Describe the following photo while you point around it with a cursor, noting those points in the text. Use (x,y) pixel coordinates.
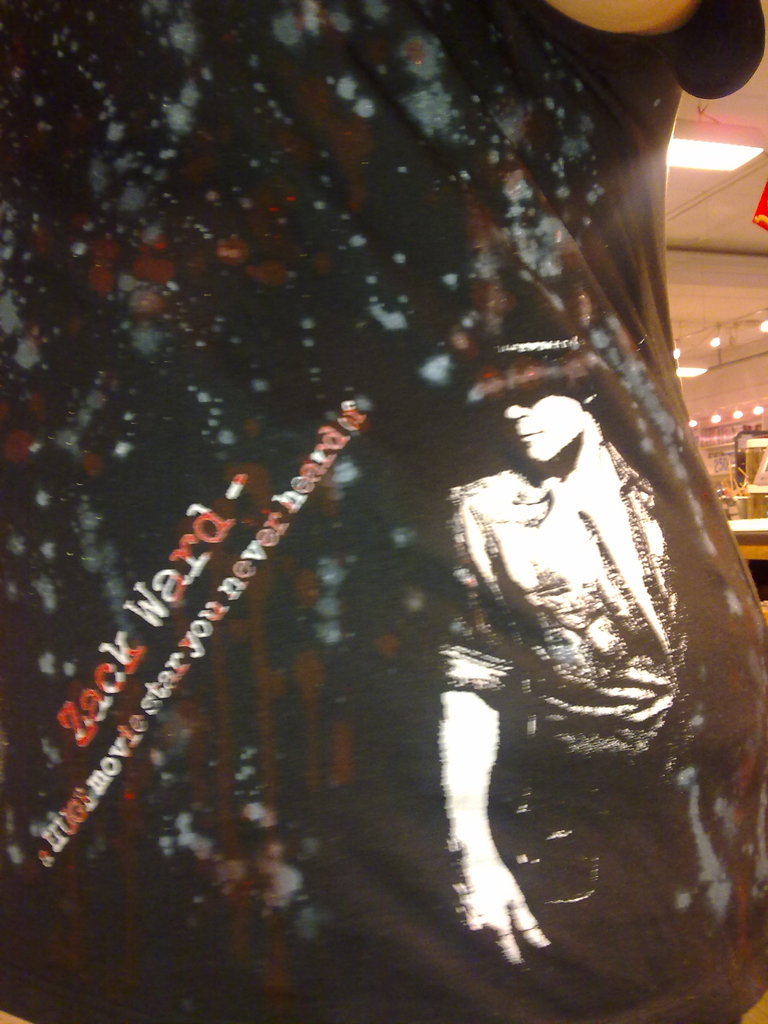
In this image, we can see a person (465,176) and in the background (756,535), there are lights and we can see some objects (752,523).
